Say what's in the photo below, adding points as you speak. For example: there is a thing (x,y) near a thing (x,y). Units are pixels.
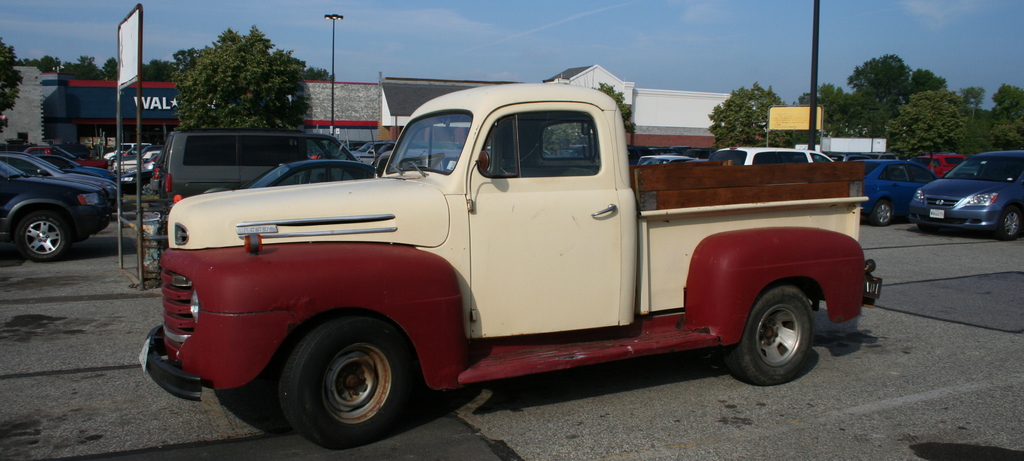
In this image I can see roads (70,398), boards (774,118) and poles (811,132). There are trees (291,108) and buildings (178,110) at the back (362,114).
